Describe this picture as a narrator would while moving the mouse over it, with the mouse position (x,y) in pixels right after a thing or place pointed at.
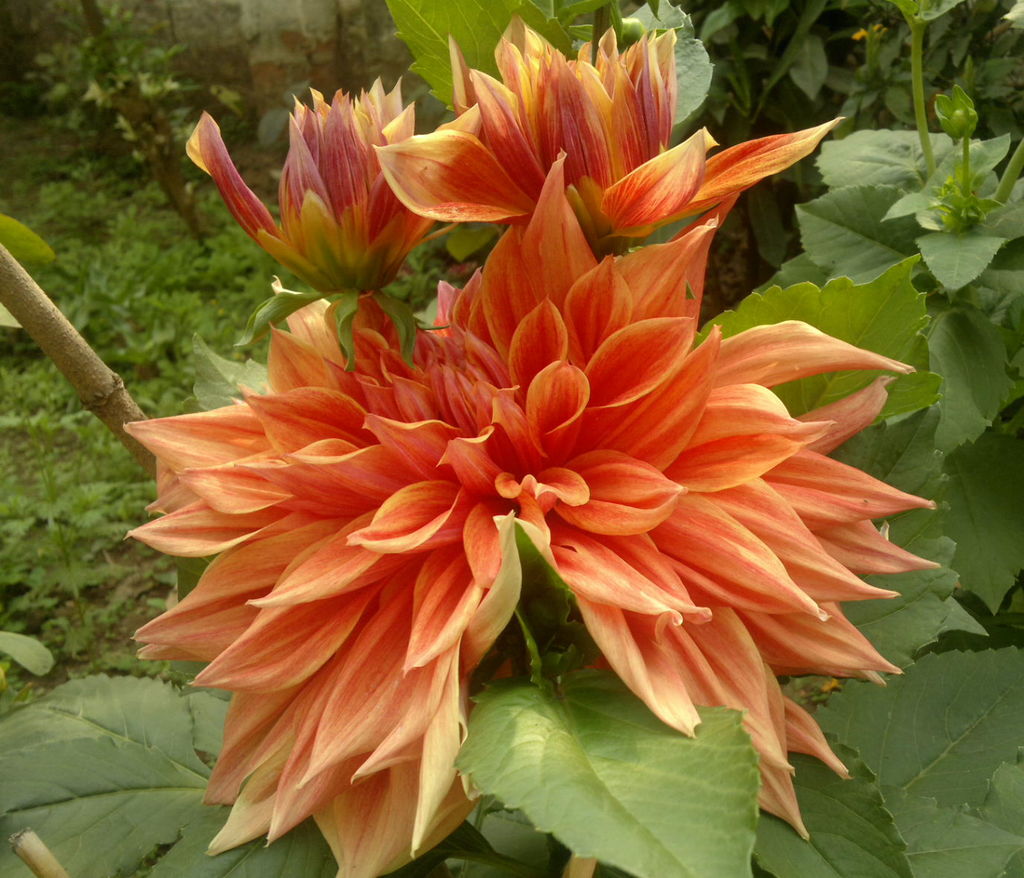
In this picture we can observe a flower (460,584) which is in orange color. There are other two flowers (342,158) which were in yellow and maroon color. We can observe plants (63,435). There is a stick (59,352) on the left side (54,359). In the background (119,273) there are some plants (101,291) on the ground (130,345).
